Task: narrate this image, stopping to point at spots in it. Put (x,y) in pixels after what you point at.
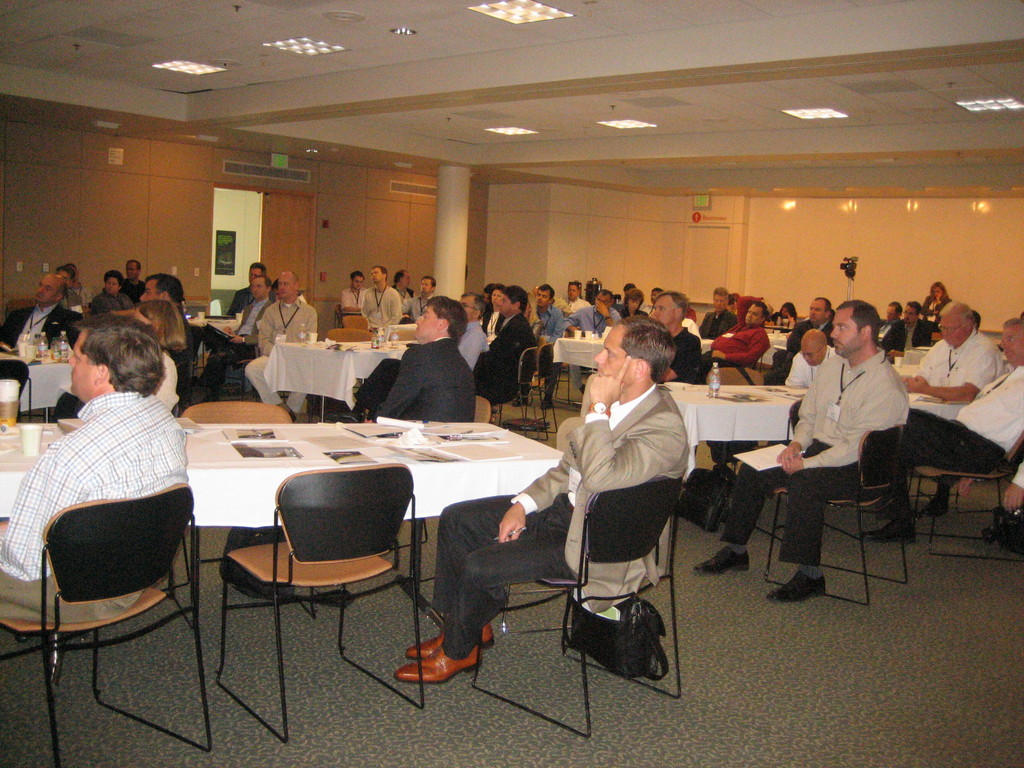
In this image i can see a group of people (715,354) sitting on chair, there are few papers (471,446) on the table (489,461), at the back ground (312,168) i can see a wooden wall (156,219), at the top (168,68) i can see a light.
